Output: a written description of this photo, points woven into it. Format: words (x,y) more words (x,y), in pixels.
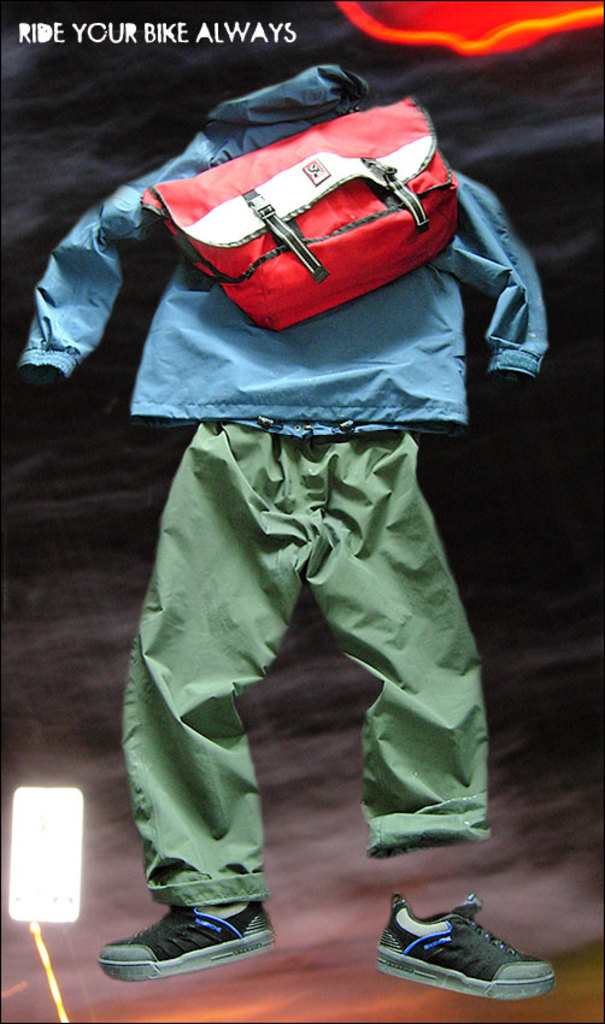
Here in this picture we can see clothes (291,389), bag (301,284) and shoes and a light (36,846) present in a picture over there.
